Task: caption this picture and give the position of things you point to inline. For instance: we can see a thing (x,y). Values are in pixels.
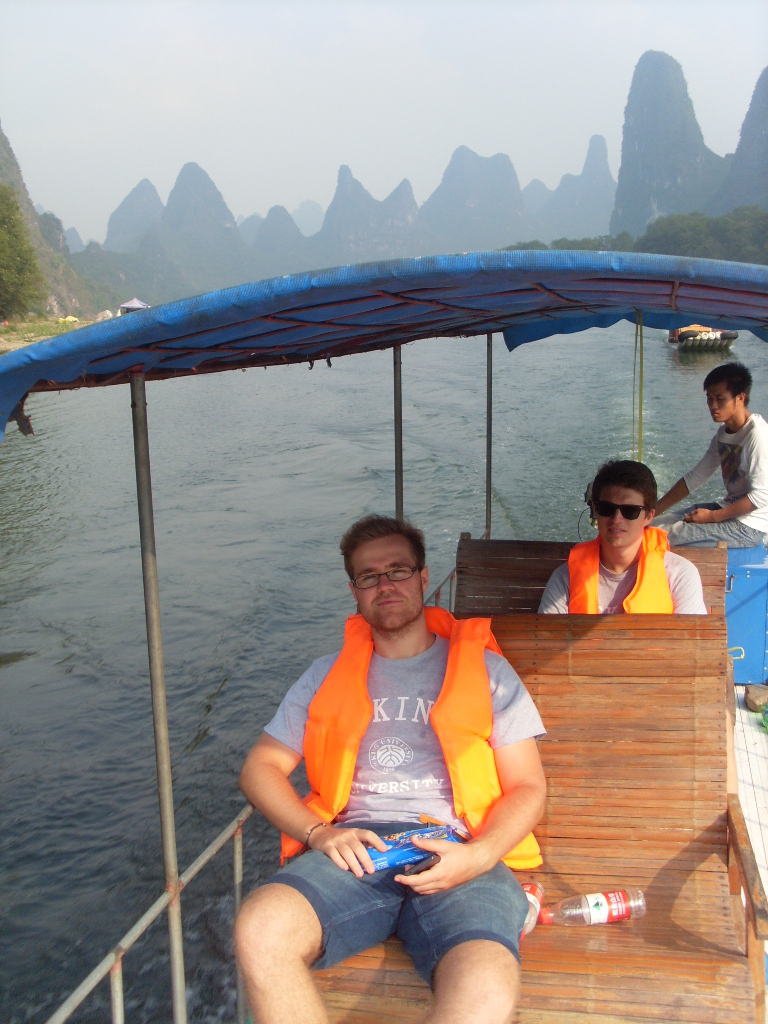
In the image we can see there are people (423,643) sitting in the boat (530,603) and two of them are wearing a life jacket (475,646) and spectacles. Here we can see bottles (564,914), the river (225,594), trees (19,291) and the sky (370,39).
